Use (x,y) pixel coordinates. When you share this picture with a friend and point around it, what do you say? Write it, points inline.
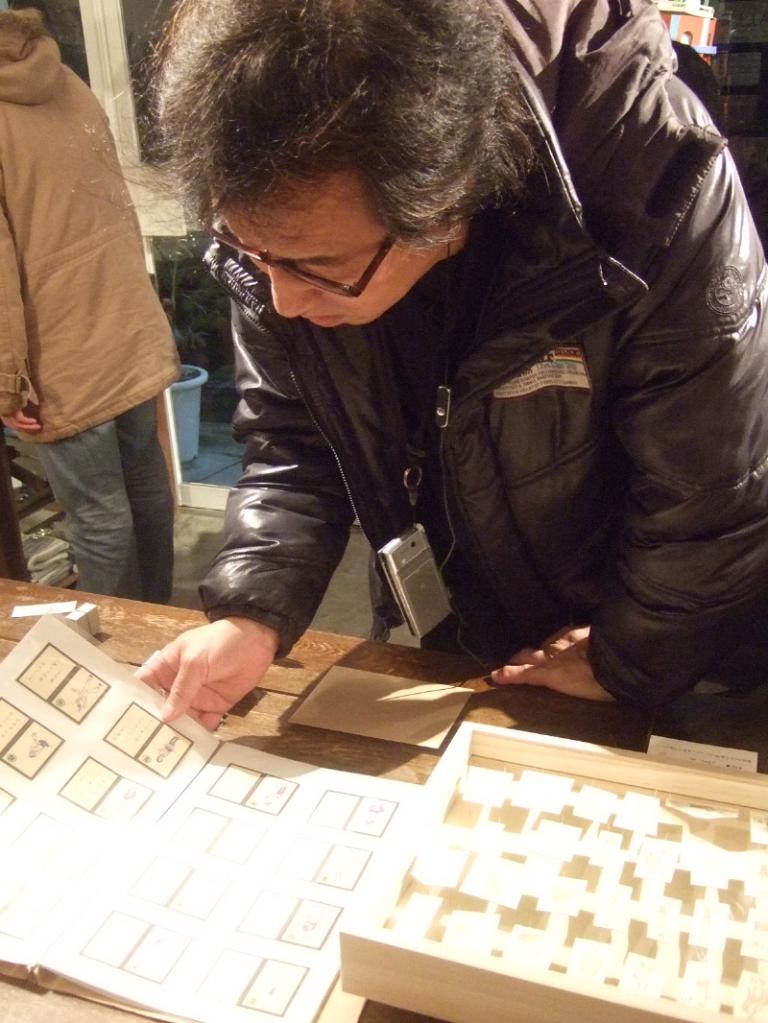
In this picture there is a man (317,434) standing and holding the book (47,640) and there are objects (463,806) on the table (412,772). At the back (136,272) there is a person (116,412) standing at the table (111,606). There is a bucket (196,379) and there are plants (170,299) behind the door (237,465). At the bottom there is a floor (182,553).
